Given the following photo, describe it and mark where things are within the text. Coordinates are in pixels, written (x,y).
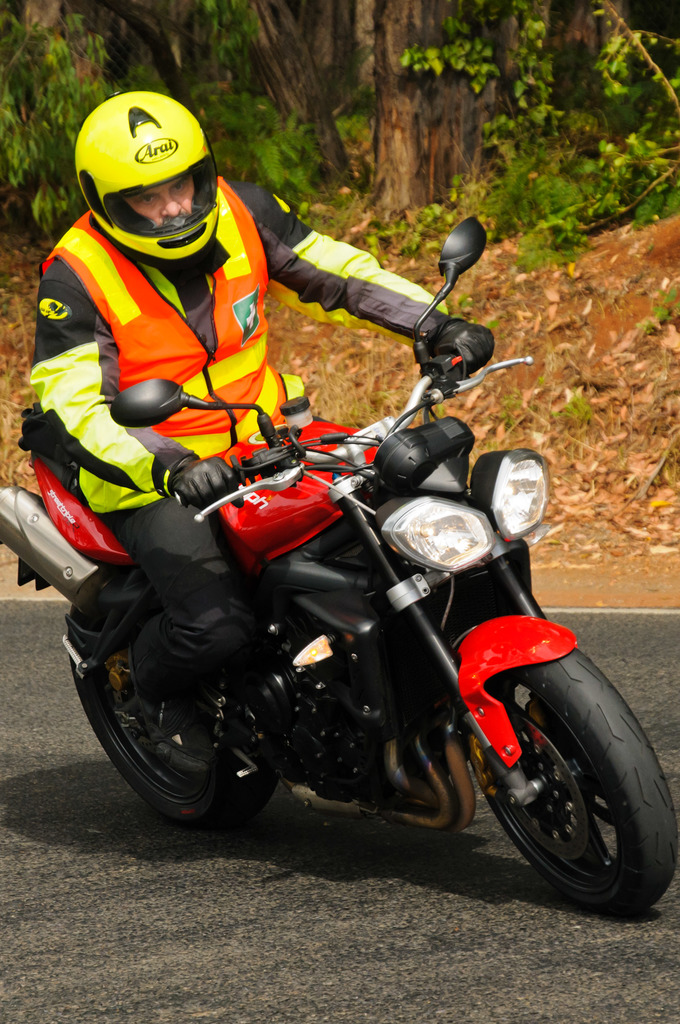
In this image there are trees (286,58) there are plants (501,217), there is a person (192,354) wearing a helmet (149,183), there is a person (218,337) riding a motorcycle (327,669).
